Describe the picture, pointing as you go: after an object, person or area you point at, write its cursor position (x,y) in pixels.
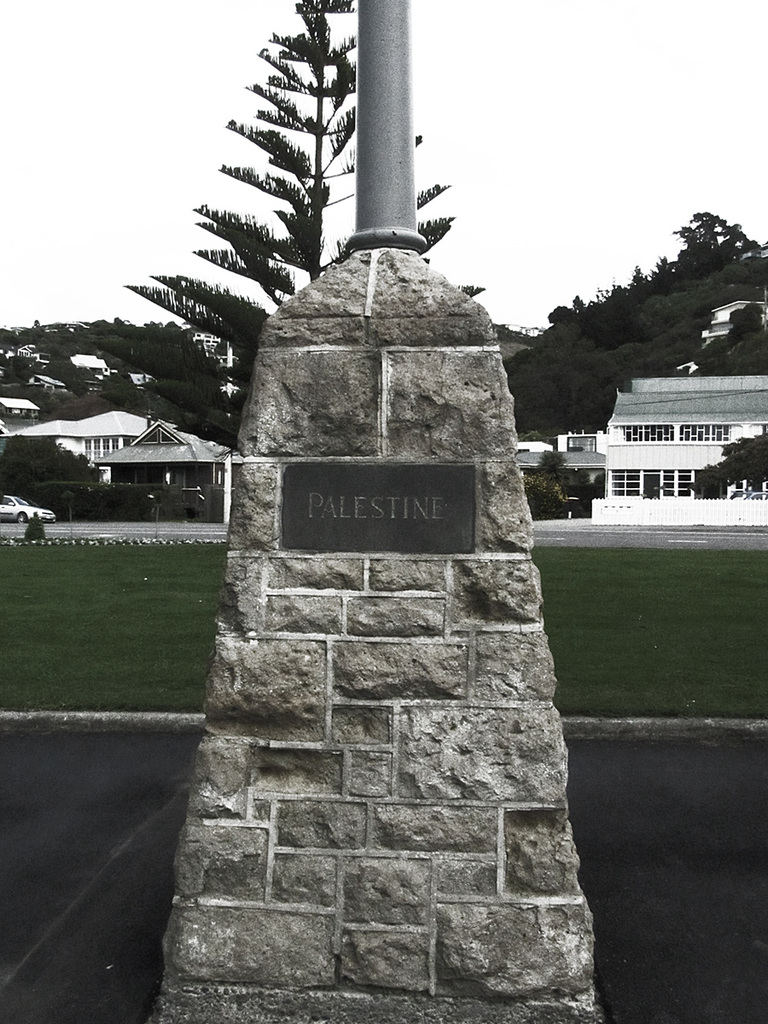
In this image there is a stone pillar (412,374) with the name board (446,480) on it and pole (381,244) on the top (369,240), behind that there are some buildings (759,398) and trees (756,478).
